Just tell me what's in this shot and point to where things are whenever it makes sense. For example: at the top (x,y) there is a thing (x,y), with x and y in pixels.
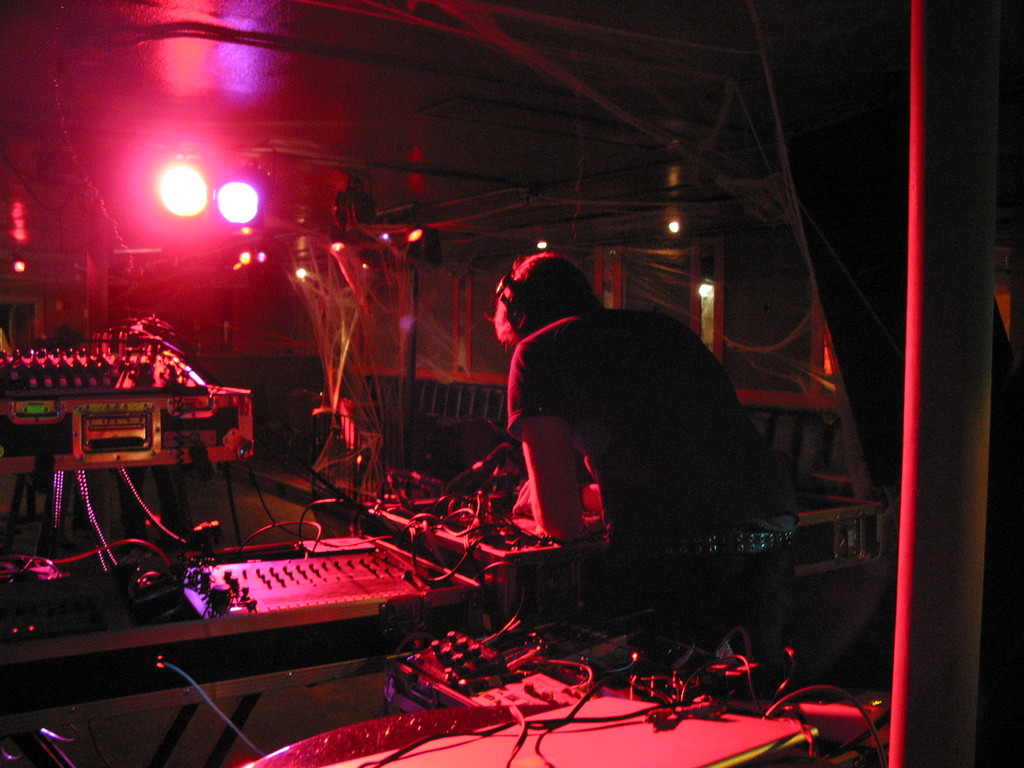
In the image we can see a person (651,502) standing, wearing clothes (676,457) and headsets (516,313). Here we can see cable wires (595,721) and lights (248,207). We can even see there are electronic device (277,572).
